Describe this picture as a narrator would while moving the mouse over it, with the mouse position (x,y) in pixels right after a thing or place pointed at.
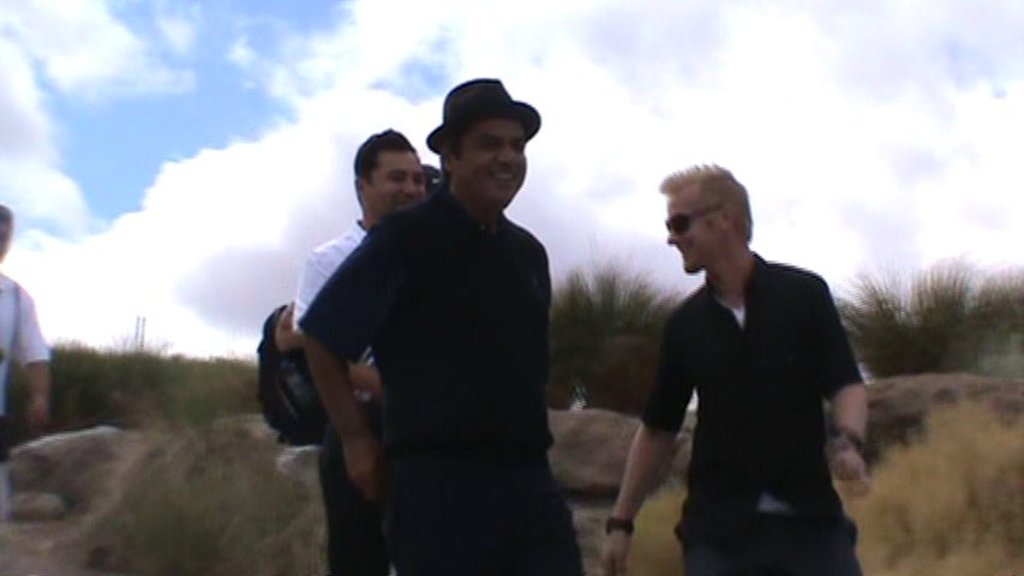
In the center of the image (379,234) there are people (439,349). In the background of the image (861,309) there is grass (861,309). There are stones (588,405). At the top of the image (382,17) there is sky (559,71) and clouds (632,72).
